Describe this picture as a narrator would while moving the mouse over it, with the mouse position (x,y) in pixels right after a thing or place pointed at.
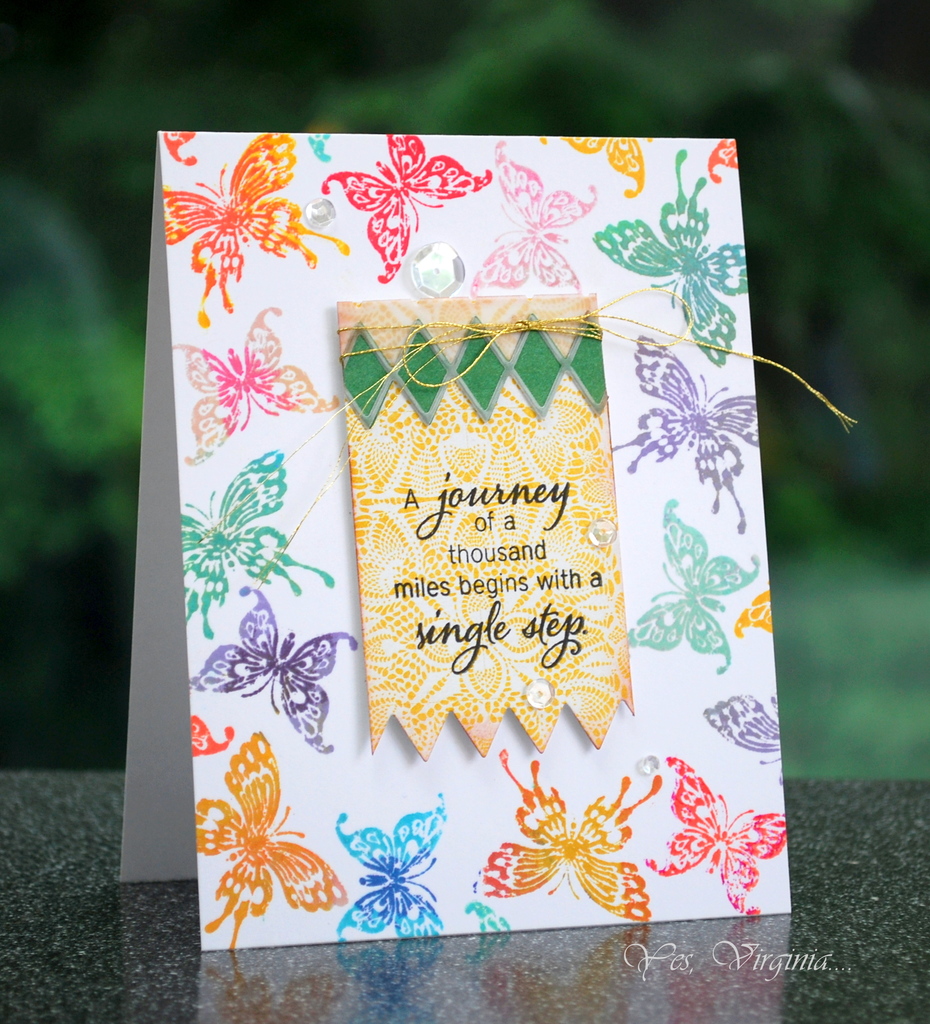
In the center of the image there is a greeting card (656,902). the background of the image (775,124) is blurry.
